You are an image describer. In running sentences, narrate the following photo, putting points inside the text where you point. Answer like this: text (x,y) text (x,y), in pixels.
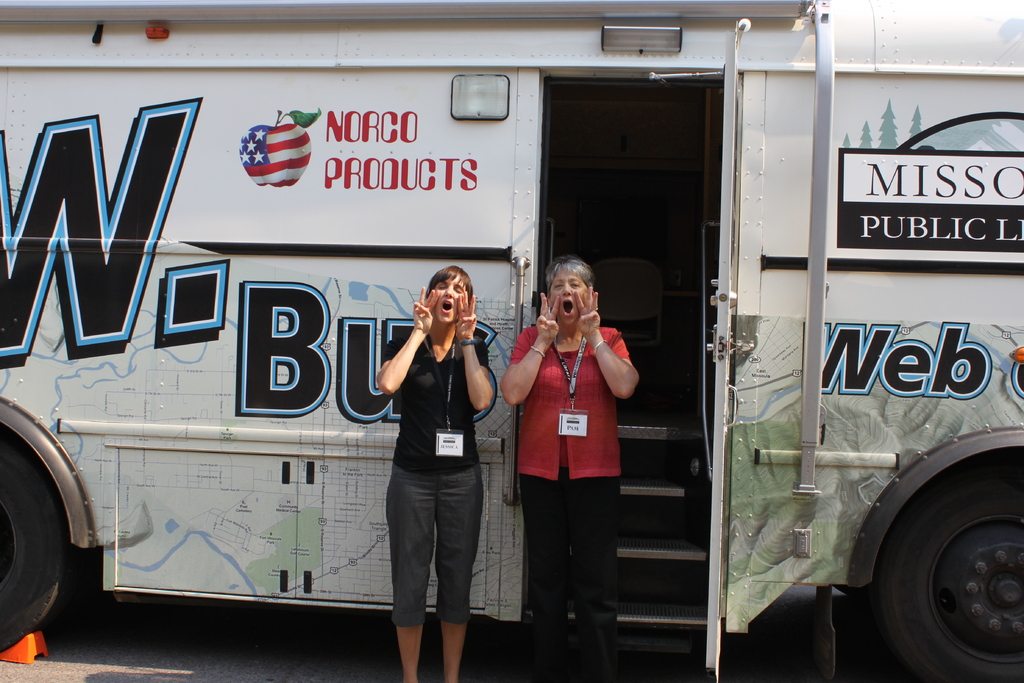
In this image in front (407,595) there are two people (441,375) shouting. Behind them there is a bus (142,280) on the road (175,653).
